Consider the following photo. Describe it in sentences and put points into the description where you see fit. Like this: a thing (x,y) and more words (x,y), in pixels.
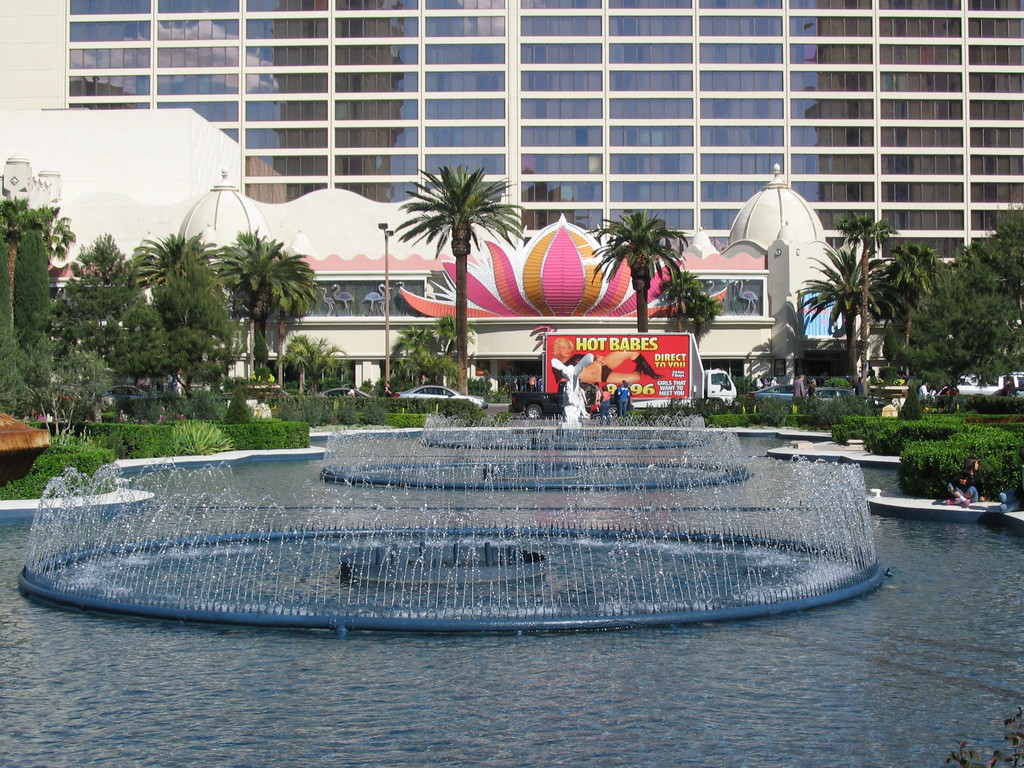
There is a big building (598,112) and in front of the building (513,175) there is a sculpture of a lotus (527,291) and in front of that there are lot of trees (152,312) and plants (232,400) and there is a big fountain (515,519) in between the trees (51,381).
